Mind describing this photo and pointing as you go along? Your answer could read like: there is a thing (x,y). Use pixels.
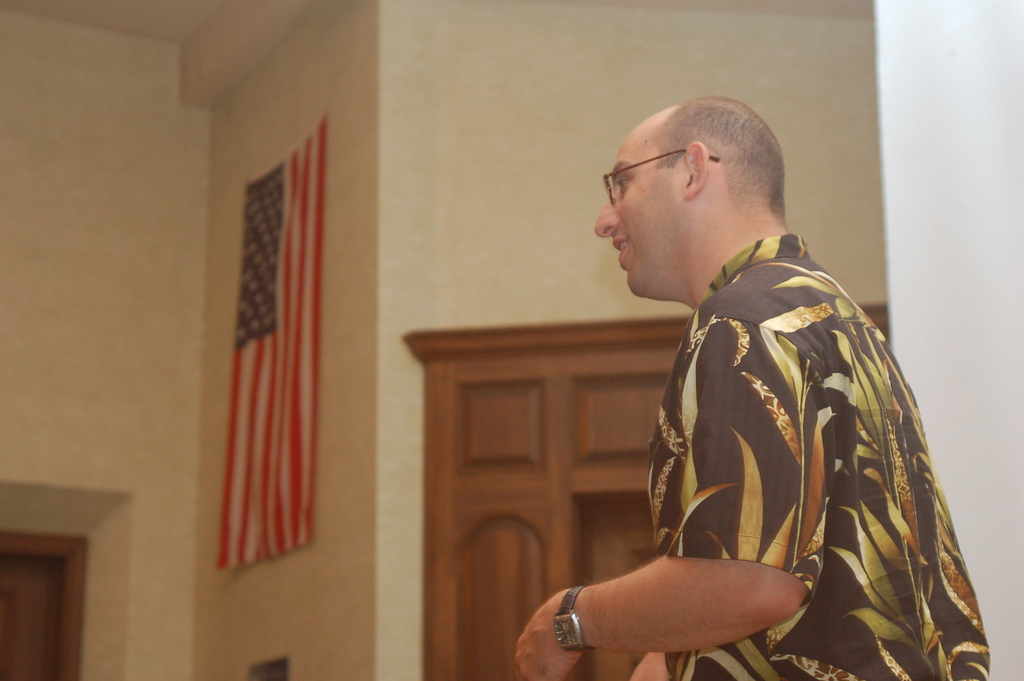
In the center of the image (632,237) there is a person (688,260) standing and wearing a glasses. In the background (273,244) we can see flag (259,276), wall (233,268) and door (438,443).
